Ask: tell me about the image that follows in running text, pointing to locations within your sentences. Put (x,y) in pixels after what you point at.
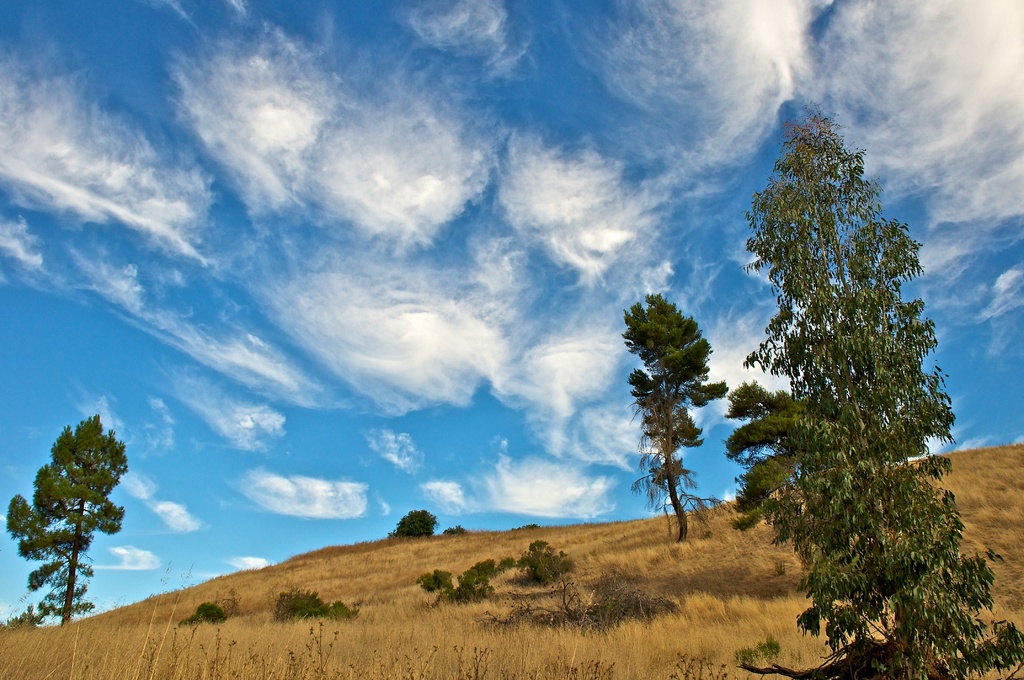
In the image we can see there are trees (888,384), plants (428,531), dry grass (706,638) and the cloudy blue sky (290,280).
